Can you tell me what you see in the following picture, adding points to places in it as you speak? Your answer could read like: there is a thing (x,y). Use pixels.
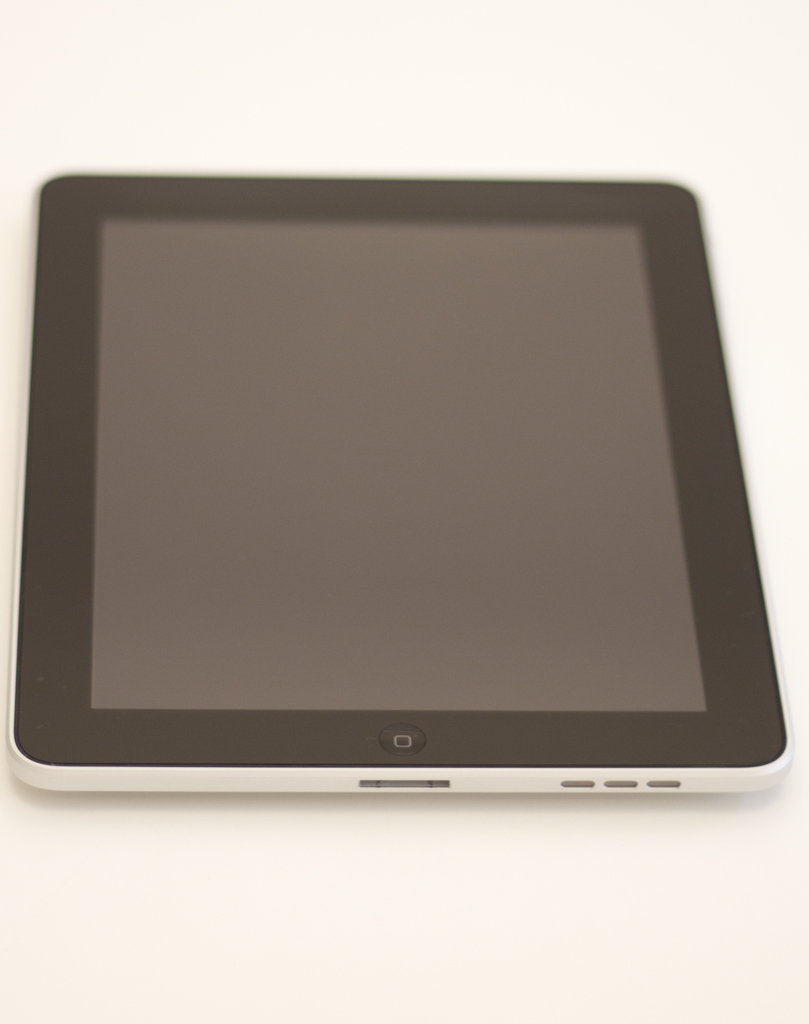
In this image we can see a tablet device (280,335) on a white color platform (161,1019).
